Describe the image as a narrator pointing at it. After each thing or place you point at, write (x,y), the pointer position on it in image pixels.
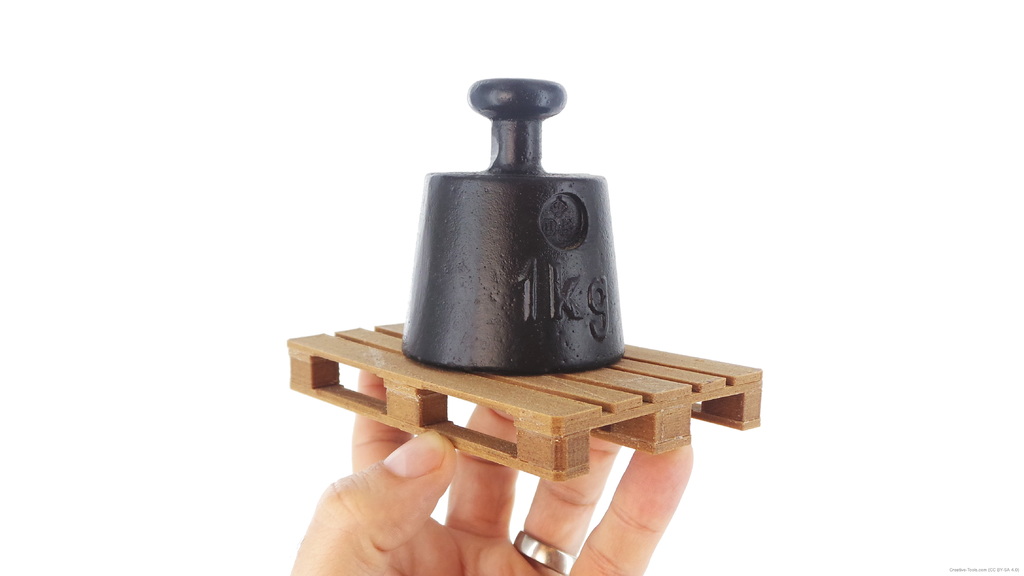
In this image, I can see a person's hand (487,506) holding a scale weighing stone (518,312) and a small pallet (511,412). The background (787,527) looks white in color. At the bottom of the image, It looks like the watermark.
